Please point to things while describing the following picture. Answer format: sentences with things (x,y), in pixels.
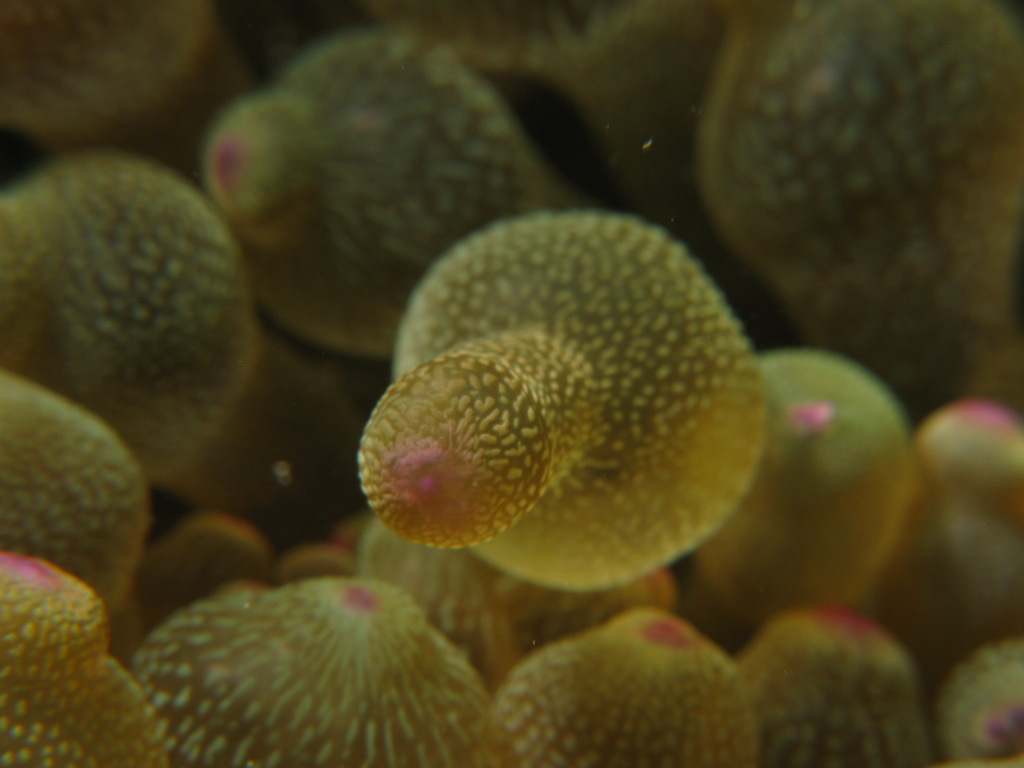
This picture consists of a green color corals (553,258) visible.
